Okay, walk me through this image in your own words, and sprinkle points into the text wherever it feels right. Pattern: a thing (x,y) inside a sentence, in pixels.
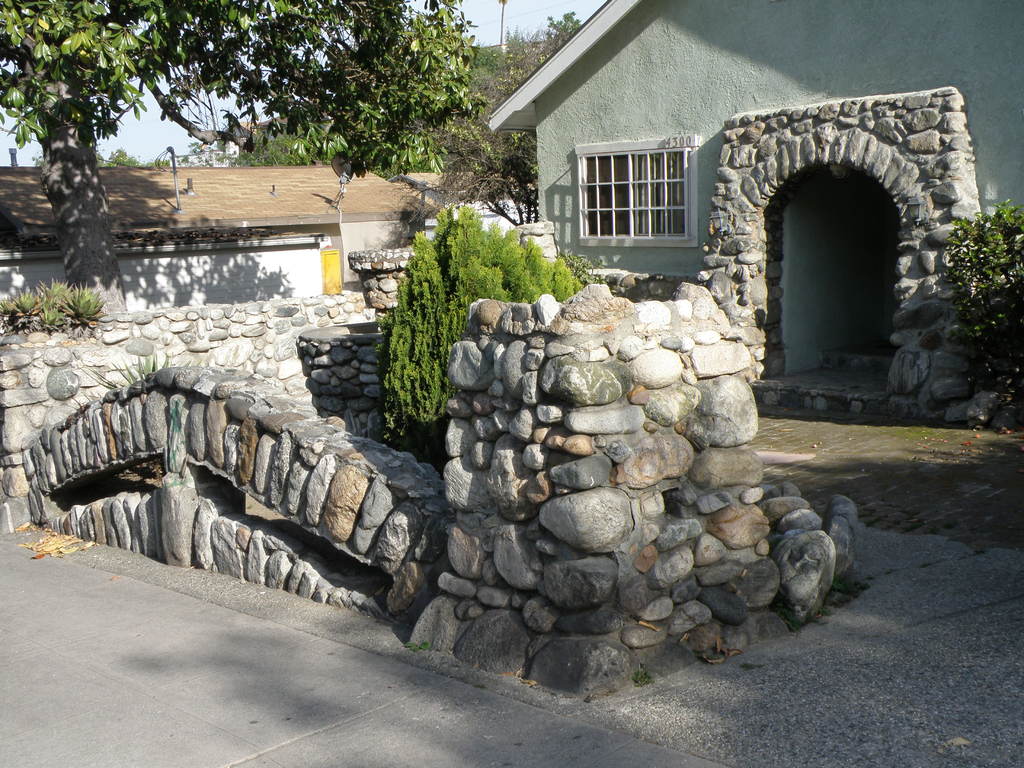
In this picture I can see the buildings (356,245), trees (304,158) and plants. At the bottom (543,729) I can see the road (637,729). At the top (560,8) I can see the sky (531,7).
